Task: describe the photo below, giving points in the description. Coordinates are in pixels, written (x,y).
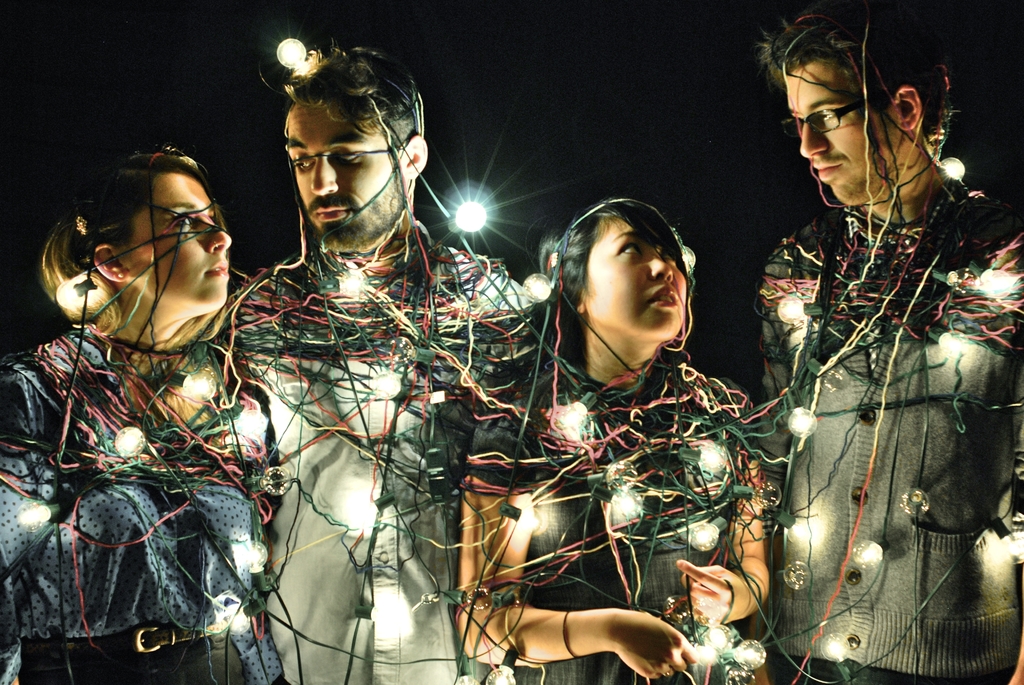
In this image there are four persons (388,412) in the middle (459,413). There are wires (568,443) which are around them. To the wires (144,460) there are lights (133,444). They are looking at each other. Their body (308,475) is fully covered with the wires (742,397) and lights (804,413).
